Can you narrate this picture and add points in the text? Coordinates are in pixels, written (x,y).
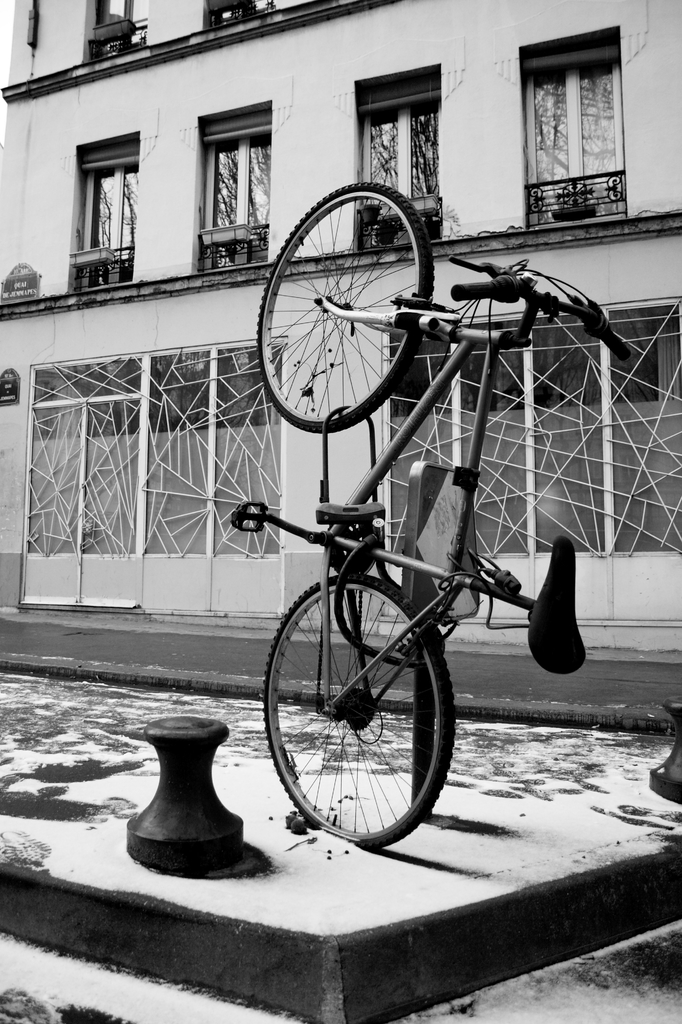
In the center of the image (422,414), we can see a bicycle (348,688) and in the background (260,114), there is a building (456,185). At the bottom (146,708), there is road (581,671).
